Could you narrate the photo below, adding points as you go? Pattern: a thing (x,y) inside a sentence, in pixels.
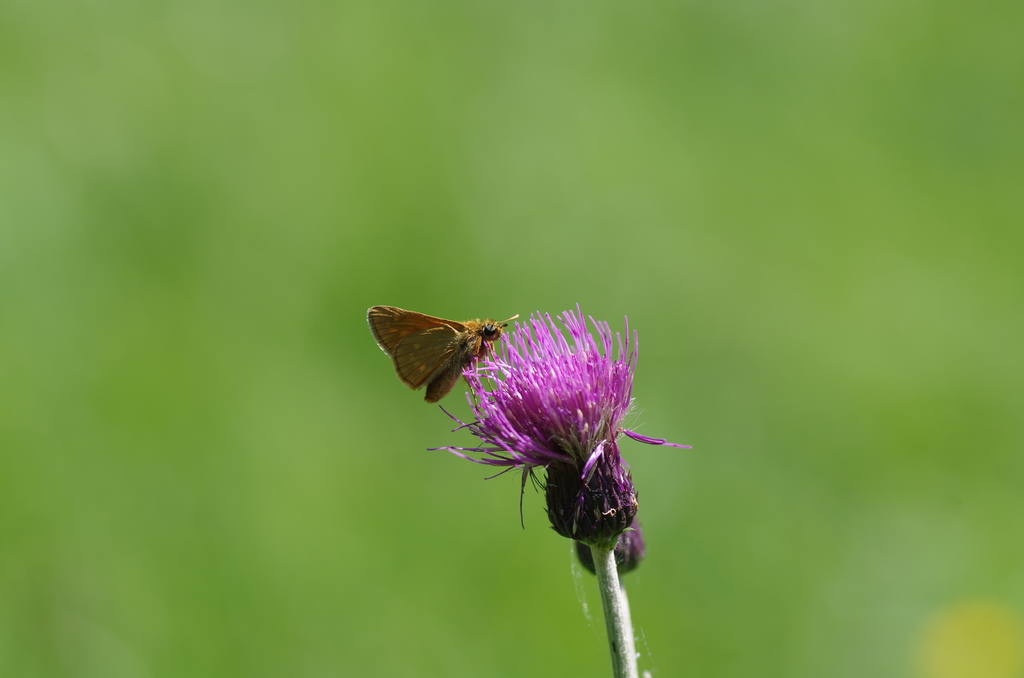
In this image we can see an insect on a pink colored flower (680,444) and the background (264,56) is blurred and green in color.
